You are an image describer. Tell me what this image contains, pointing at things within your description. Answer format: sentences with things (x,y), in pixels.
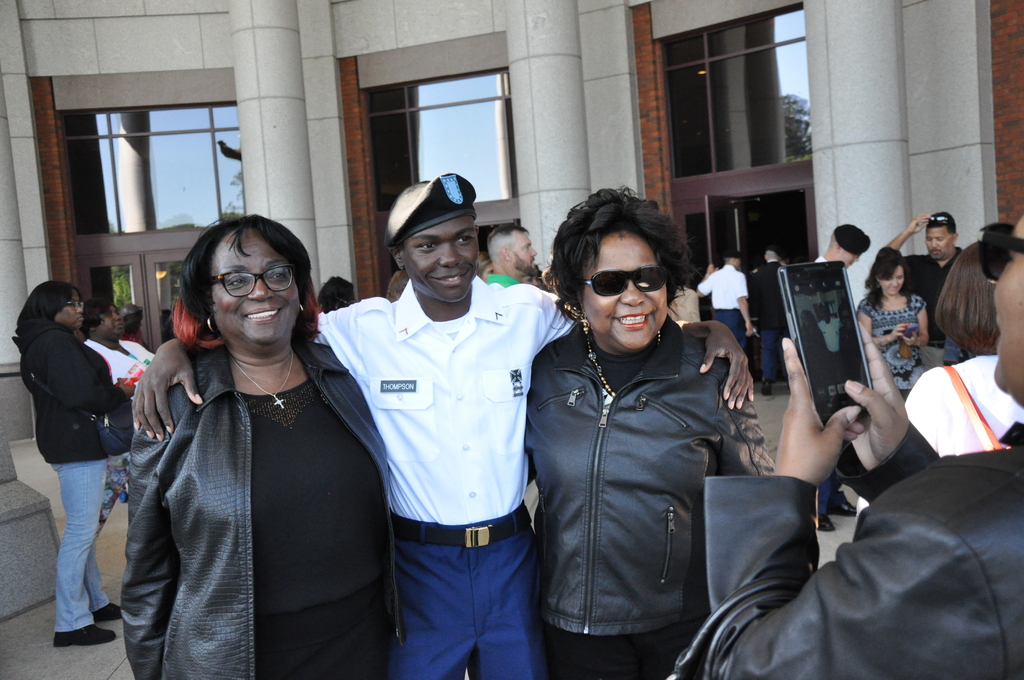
There are three persons (498,451) posing to a camera (808,346) and they are smiling. Here we can see a person (840,422) holding a mobile (845,306). In the background (460,122) we can see pillars (811,17), glasses (193,140), door (717,255), building (740,204), and group of people (130,346).
